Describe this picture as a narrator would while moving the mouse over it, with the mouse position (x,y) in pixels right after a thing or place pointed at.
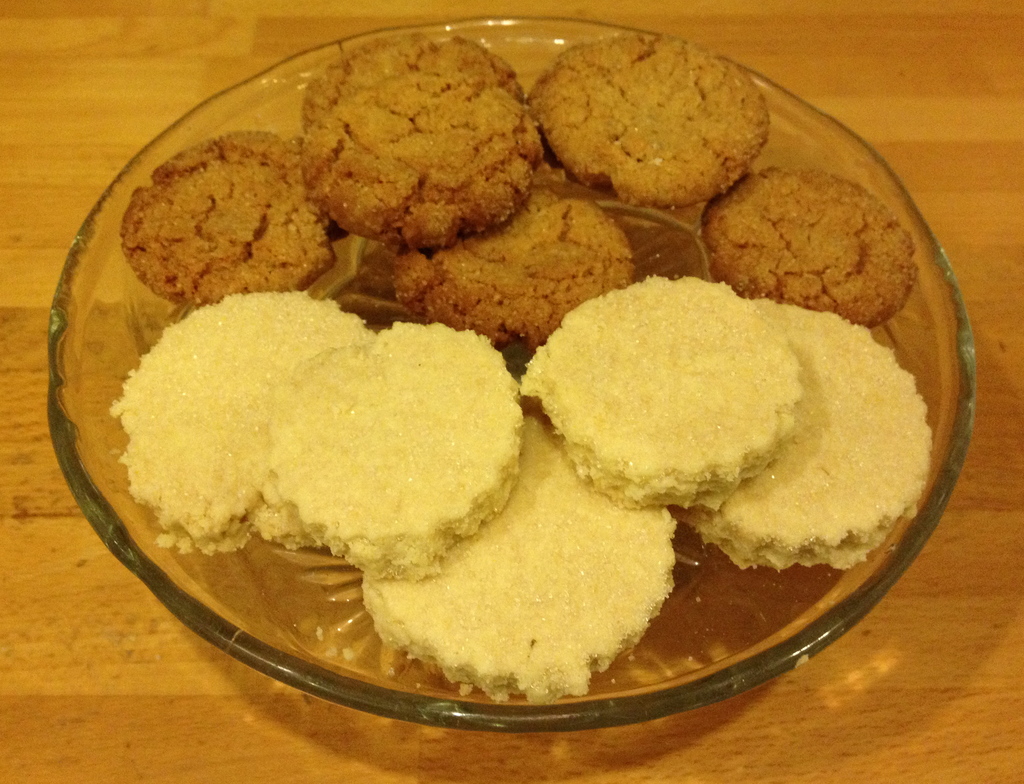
In this image in the center (681,509) there is one plate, in that plate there are some cookies (579,352) and at the bottom (82,674) there is a table (440,738).
